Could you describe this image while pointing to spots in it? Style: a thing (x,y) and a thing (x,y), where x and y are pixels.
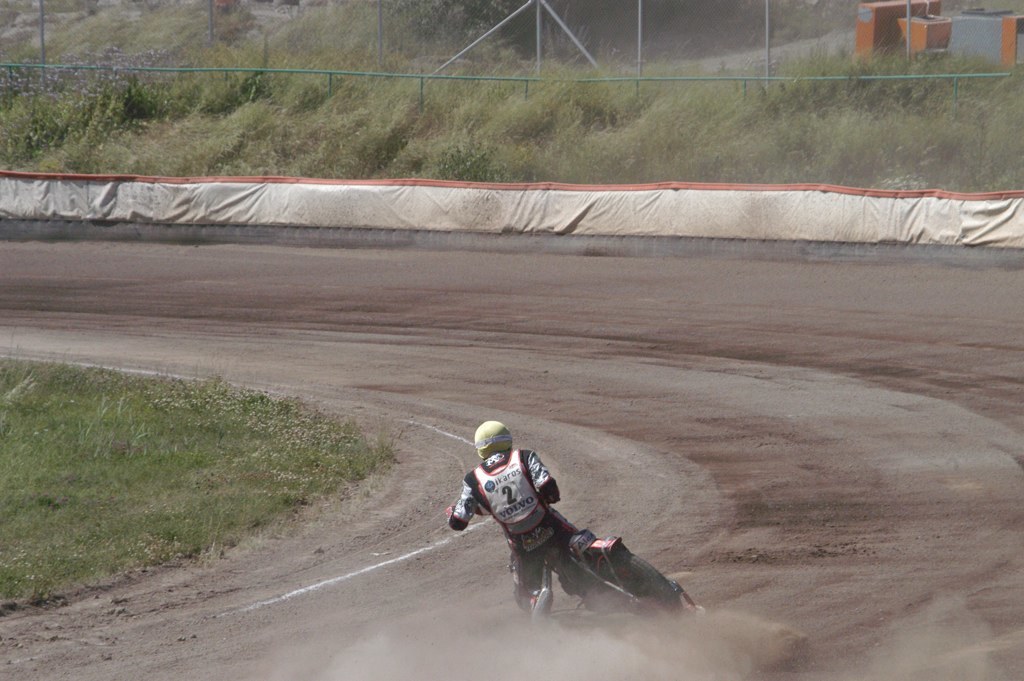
In this image there is one person (526,551) who is sitting on a bike (586,566) and riding, and in the background (423,115) there are some plants (921,142), railing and some objects (869,40). In the center (452,236) there is board (193,217), on the left side (195,407) there is some grass (89,514). At the bottom (408,577) there is road (705,604).
